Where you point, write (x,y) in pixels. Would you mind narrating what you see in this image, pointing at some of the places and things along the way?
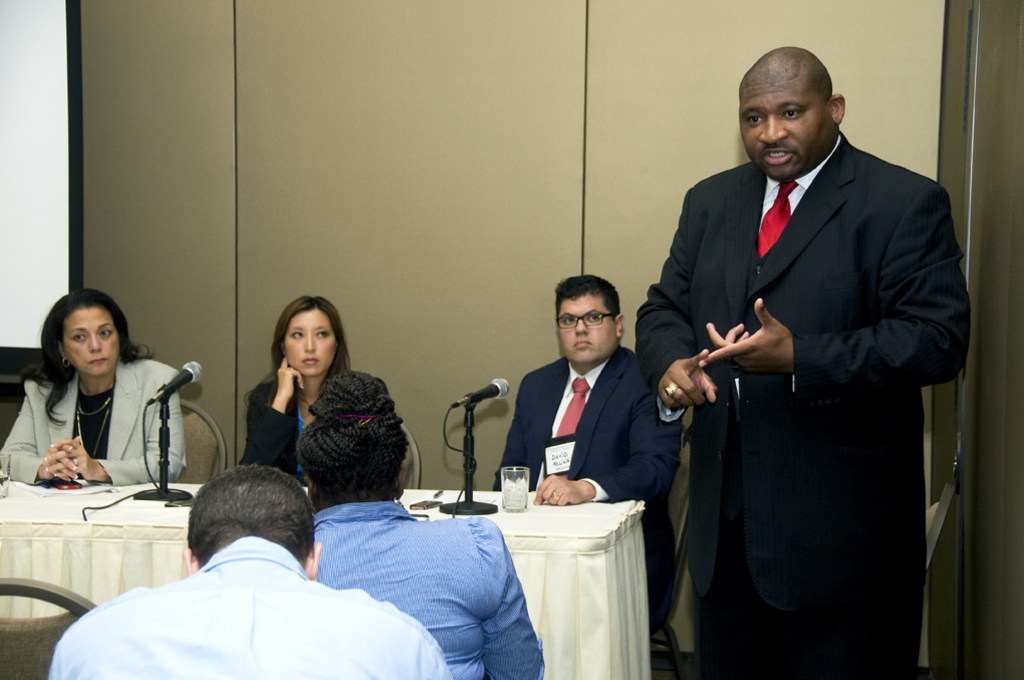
In this image I can see on the right side (775,407) a man (729,439) is talking, he wore black color coat (885,315). On the left side (267,438) 2 women (178,439) are sitting on the chairs (200,447) and listening to him. There are microphones (464,444) and water glasses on this table (448,499), at the bottom (297,572) two people (338,582) are there.
